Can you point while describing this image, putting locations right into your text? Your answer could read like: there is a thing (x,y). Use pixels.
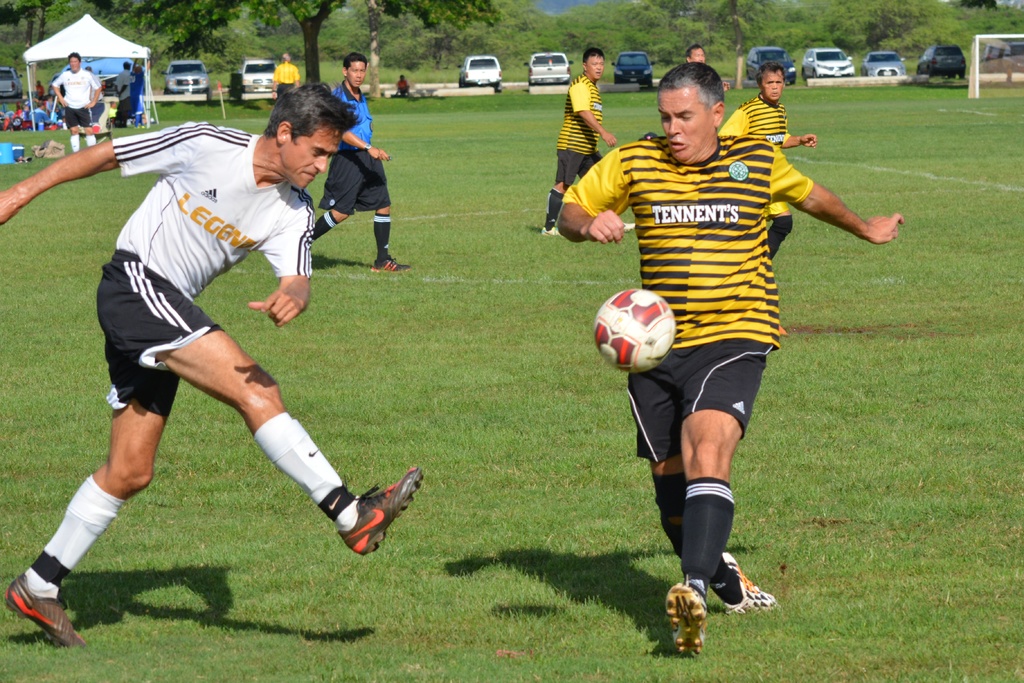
In this image I can see there are two persons (725,362) playing a game and in the background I can see there is a person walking on the ground (970,270), at the top (103,32) I can see vehicles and trees (297,27) and tent (114,42), under the tent (58,47) I can see few persons (73,111) standing on the ground (16,175).
